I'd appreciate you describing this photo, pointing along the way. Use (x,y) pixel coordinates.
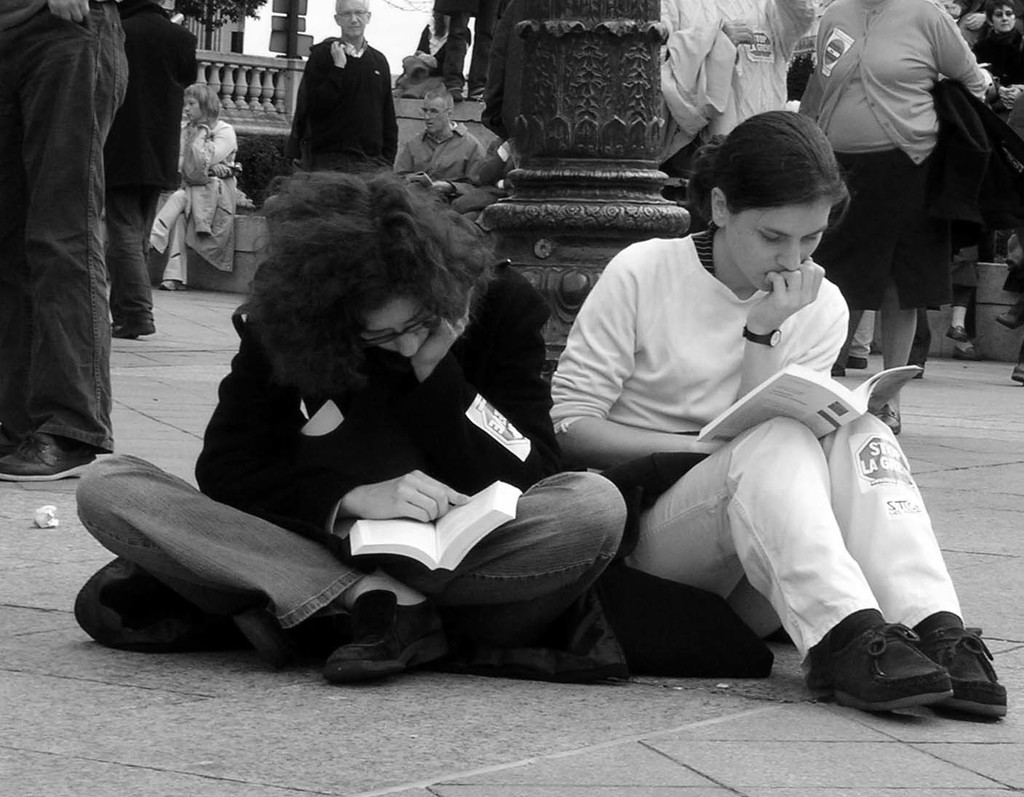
This is a black and white picture, in this image we can see a few people (380,316), among them, some people (48,28) are standing and some people (381,647) are sitting and holding the books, also we can see a building (234,25), pillar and plants (262,154).
